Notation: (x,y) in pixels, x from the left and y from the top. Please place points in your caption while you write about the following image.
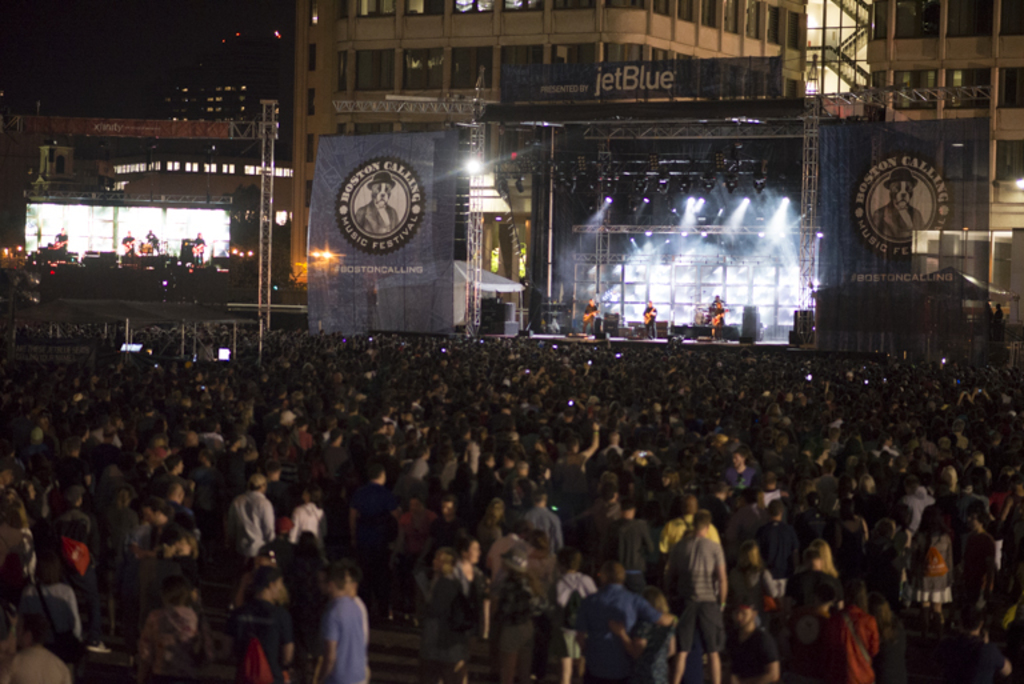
In this image at the bottom (283,544), there are many people (536,524). In the middle (611,324) there are three people (649,313), they are playing guitar (713,323) and there are lights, posters (423,231), stage (702,311), screen (134,242), speakers (808,339). In the background (302,222) there are buildings (303,139), text (627,79).
